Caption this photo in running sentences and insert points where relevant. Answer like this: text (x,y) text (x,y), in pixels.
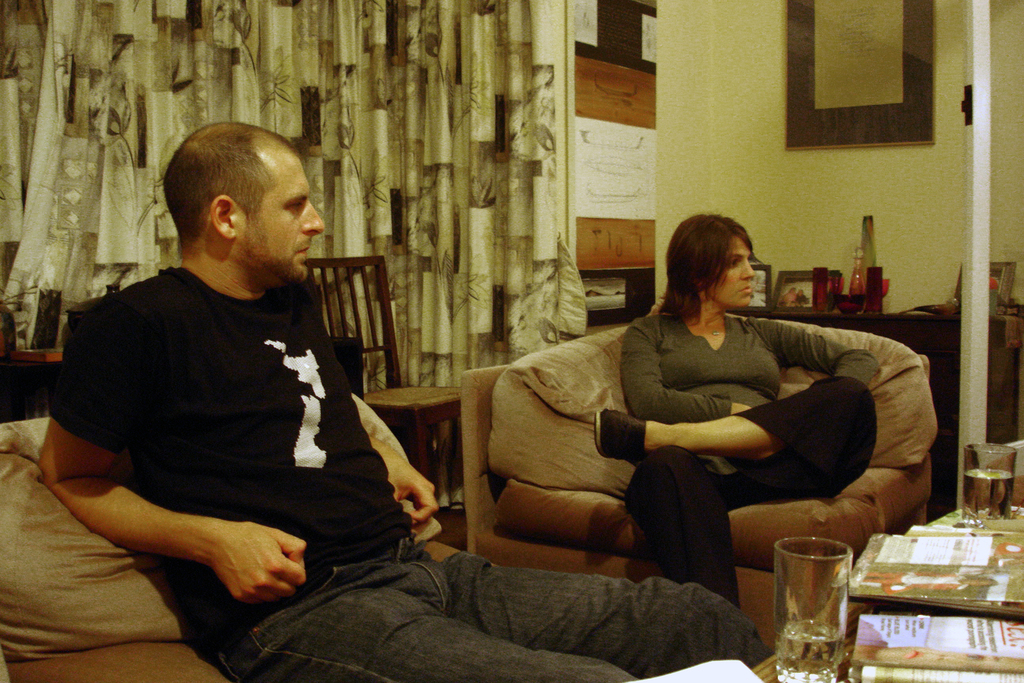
In this picture we can see man (261,428) and woman (632,398) sitting on chair (562,448) and in front of them there is table (1000,533) and on table (922,582) we can see papers (902,629), glasses (970,499) with water (983,476) in it and background (622,73) we can see wall (675,91) with frames (850,47), bottles (861,259), photos (757,291).
